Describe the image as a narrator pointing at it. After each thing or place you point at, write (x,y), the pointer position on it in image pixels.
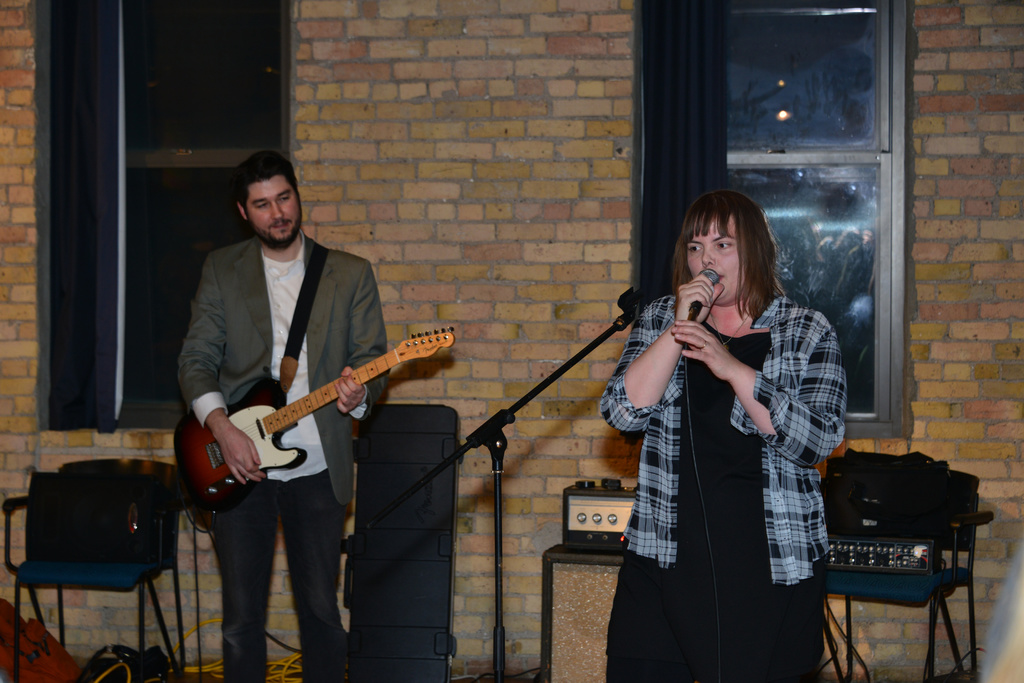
There is a men (236,344) with the grey jacket (255,302) and white shirt (291,298) is playing guitar (275,441). And a lady (800,431) with checked shirt (803,435) and black dress (718,470) is singing a song by holding a mic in her hand (682,310). Behind them there is a brick wall (489,250), a window (814,145) with a curtain (713,122). And there are some boxes (899,543) on the chair (902,575) and there is a speaker (92,523) to the left side (92,531).
